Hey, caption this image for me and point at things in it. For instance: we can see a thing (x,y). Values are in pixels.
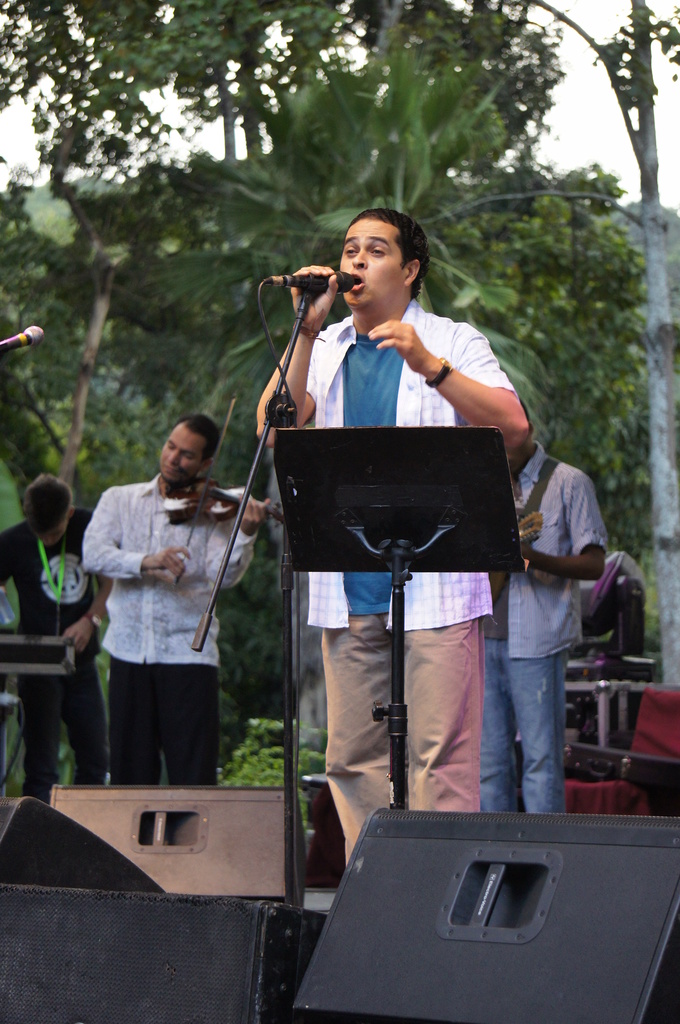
In the center of the image (381,679) there is a person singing in a mic (280,280). In the background of the image (142,653) there are people (520,584) playing musical instruments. There are trees (476,155).
